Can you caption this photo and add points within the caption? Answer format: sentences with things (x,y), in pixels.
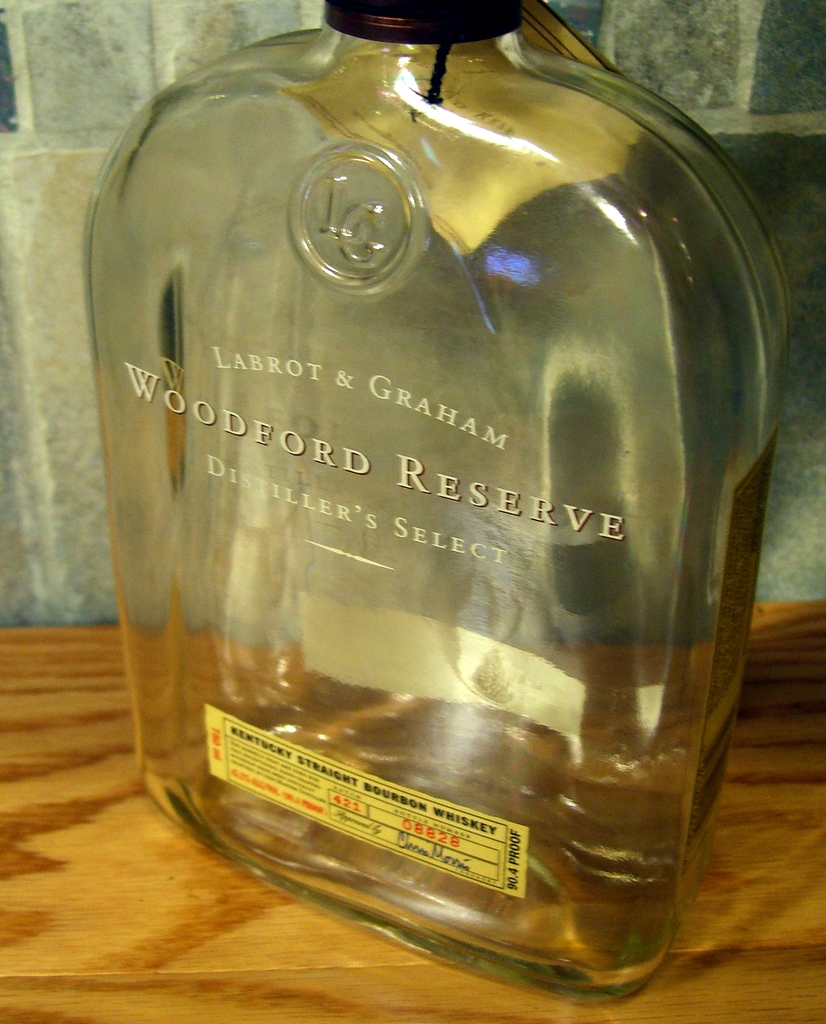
On the table (107,889) there is a bottle (444,264). In the front of the bottle (316,789) there is a label (476,824).
